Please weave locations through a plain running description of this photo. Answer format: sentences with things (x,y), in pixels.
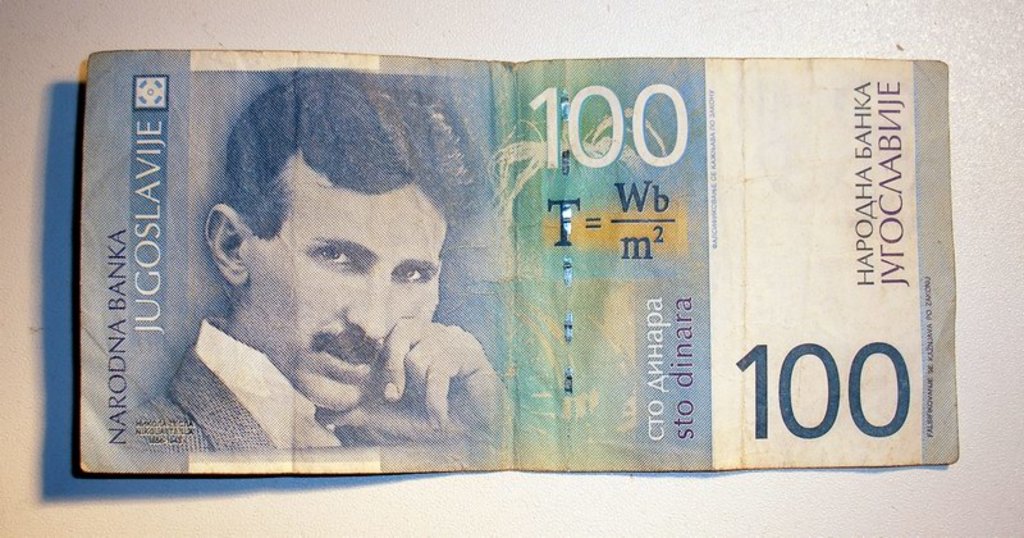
In this picture we can see a person (289,317), some text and numbers (683,137) on a currency note (578,462). This note (246,421) is visible on a white surface (31,437).
